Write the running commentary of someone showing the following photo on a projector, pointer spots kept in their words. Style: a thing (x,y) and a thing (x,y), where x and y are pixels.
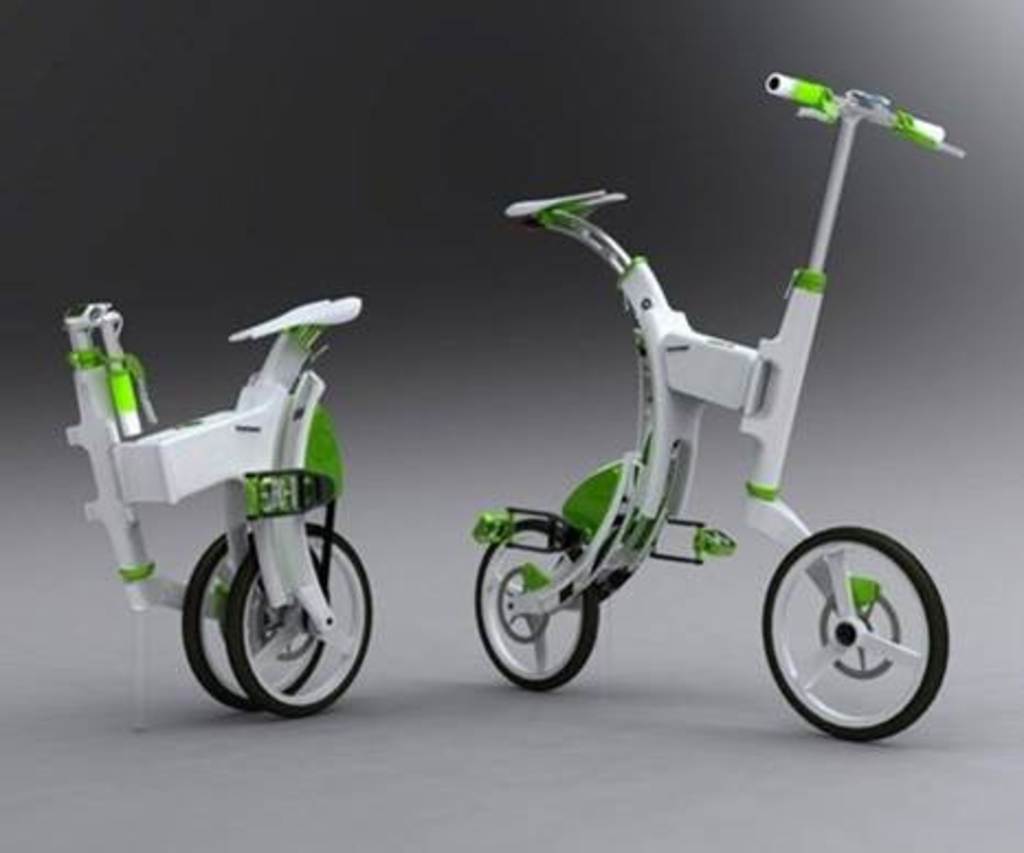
In this picture we can see the toy bicycles (523,526) are present on the surface (436,536).
